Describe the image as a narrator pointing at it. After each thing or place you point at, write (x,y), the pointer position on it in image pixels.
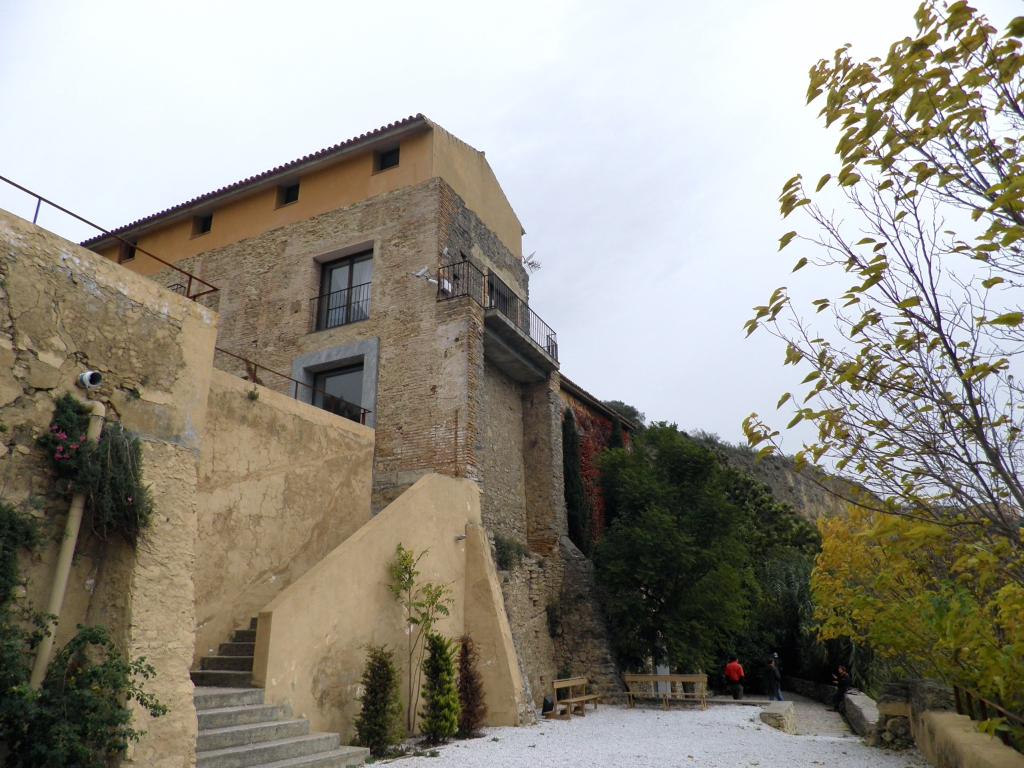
In the center of the image (443,406) there is a building (508,385). At the bottom (435,715) there are bushes (437,698) and trees (638,543). We can see people (776,675). There are benches (557,686). At the top (392,93) there is sky (680,139).
